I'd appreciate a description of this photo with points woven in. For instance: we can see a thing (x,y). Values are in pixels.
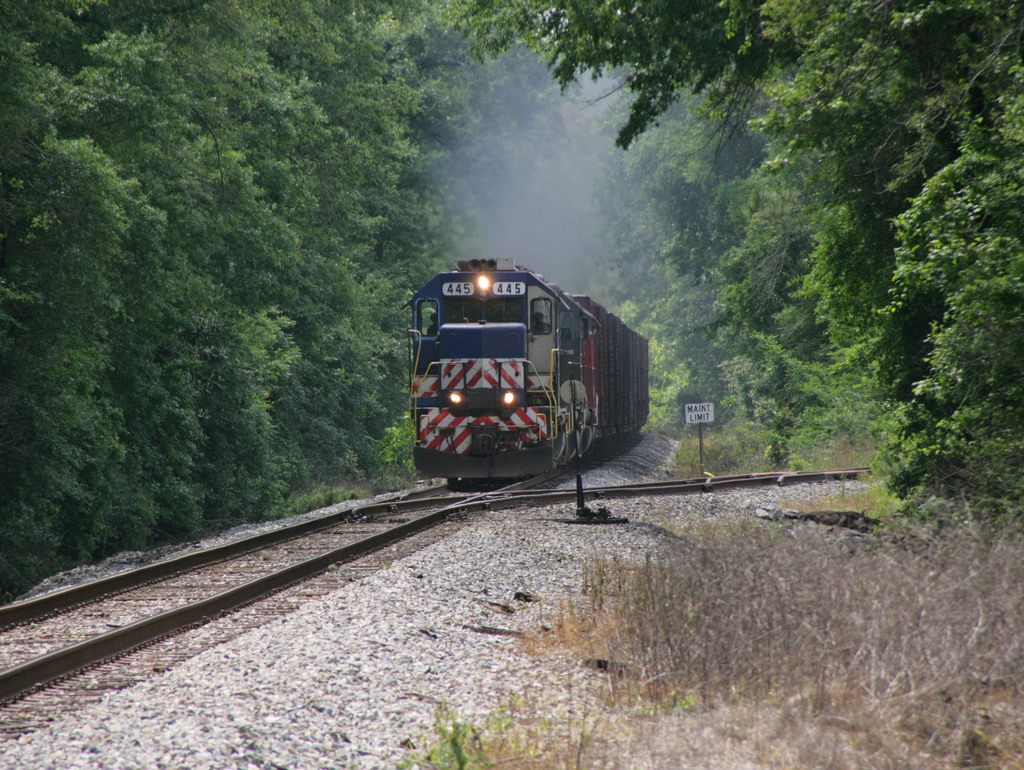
In this picture we can see train (453,476) on track (445,517). We can see grass (603,585), stones (398,617), board (709,411), poles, trees (686,182) and smoke (554,209).
